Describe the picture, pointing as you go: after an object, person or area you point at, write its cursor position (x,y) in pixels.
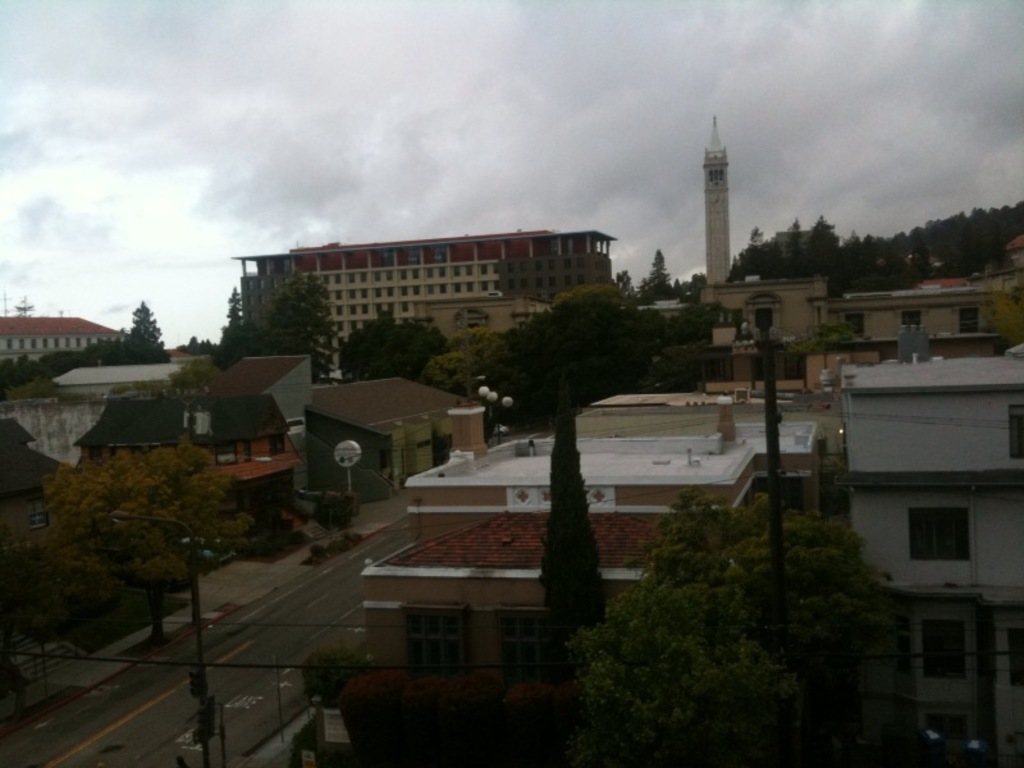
In this picture I can see there is a road (262,634) and there are trees (30,380), buildings (316,460) and there are poles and the sky (75,163) is cloudy.
